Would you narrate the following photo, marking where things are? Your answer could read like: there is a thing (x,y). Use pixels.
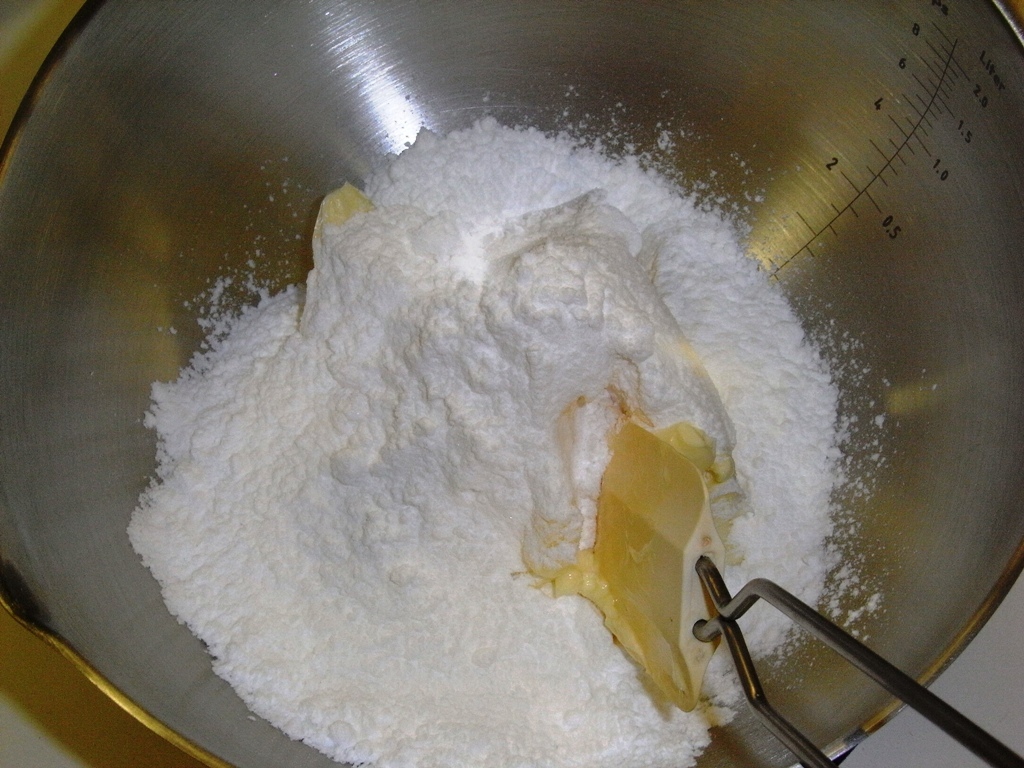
In this image, we can see flour (347,267) in a steel container (22,356) and we can see a spatula (616,554) in the bowl (89,454).
